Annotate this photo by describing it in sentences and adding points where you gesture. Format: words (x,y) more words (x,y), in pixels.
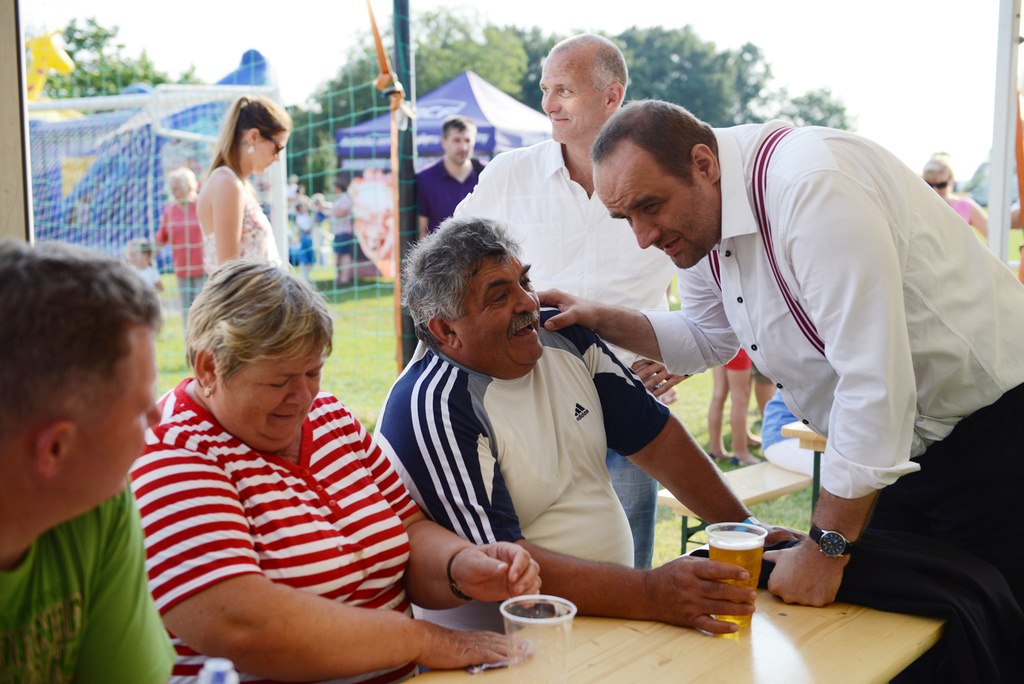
There are three people (412,489) sitting in a chair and there is a table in front of them which has a cup (747,547) of beer (733,546) in it and there is a other person (834,329) in the right corner (856,316) standing in front of them. There are group of people (265,116) and trees (525,76) behind them.
